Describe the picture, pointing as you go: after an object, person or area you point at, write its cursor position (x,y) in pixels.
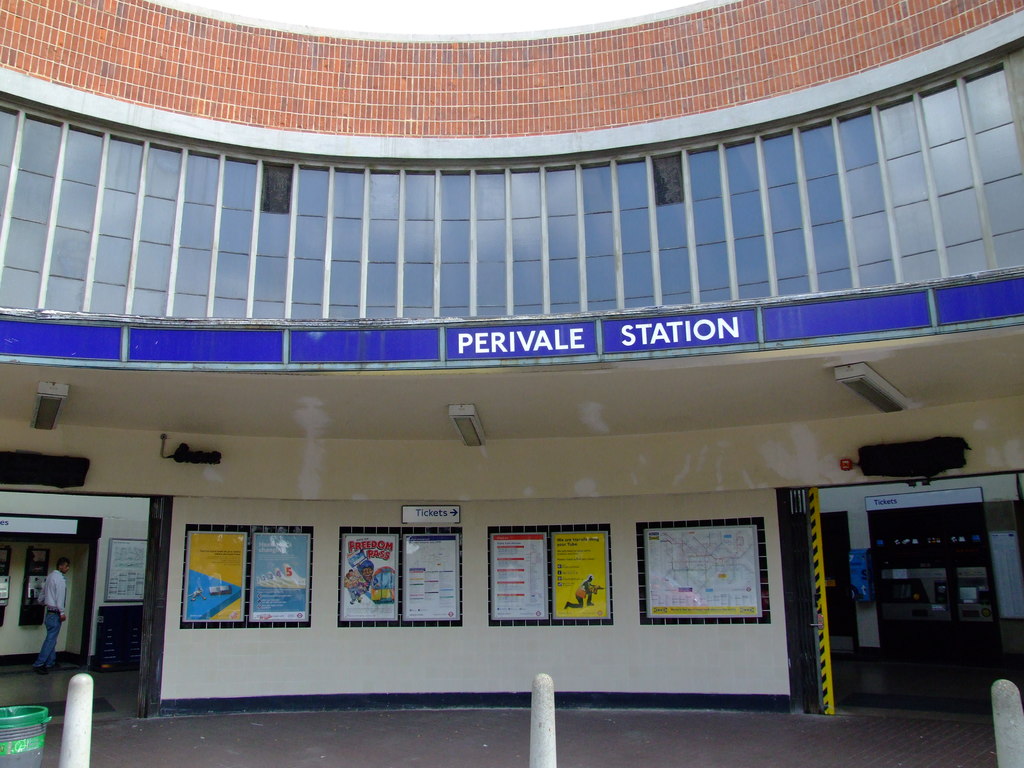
In the foreground of the image (1017,732) we can see poles (998,734), trash bin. To the left side of the image (58,593) we can see a person (47,630) standing. In the center of the image (675,477) we can see a building (94,638) with sign board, group of posters (695,581) with some text (525,587), some lights (50,425), photo frames (120,596) on the wall (306,472), machine (943,580) placed on the ground (927,668) and the sky (442,7).
